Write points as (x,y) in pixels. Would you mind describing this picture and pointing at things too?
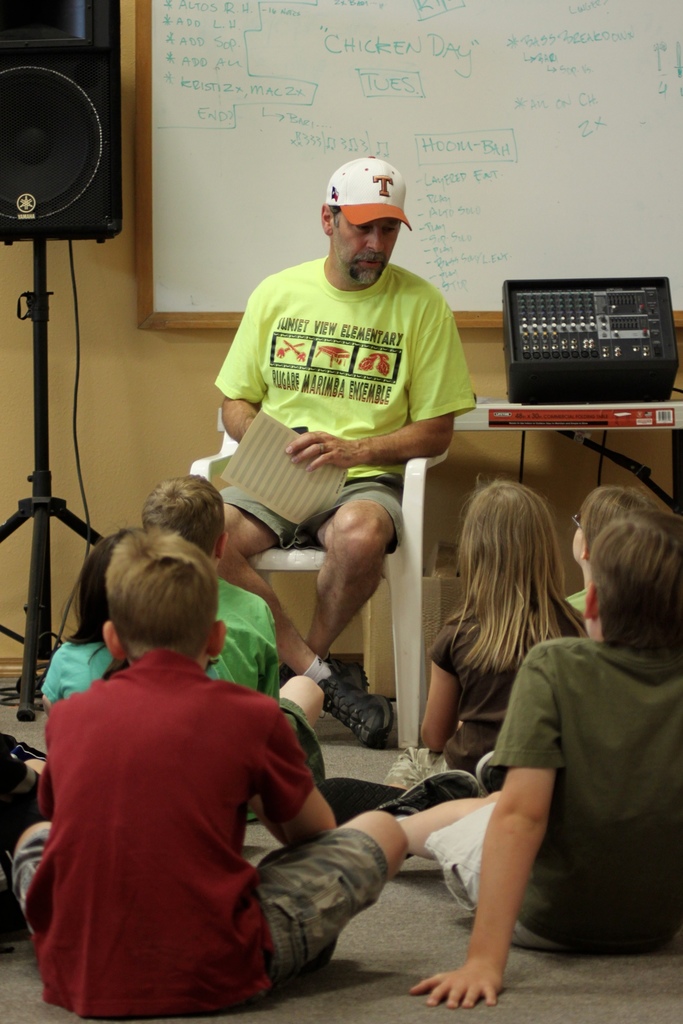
In the background (225,67) we can see the white board (353,81) and there is something. On the left side of the picture (1,53) we can see a speaker (115,133), wire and a stand (70,514). In this picture we can see a man (365,192) wearing t-shirt (346,420) and a cap (406,219) is sitting on the chair (405,544). We can see he is holding a paper (252,469). We can see an electronic device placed on the table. We can see children (497,551) sitting on the floor (371,928).
